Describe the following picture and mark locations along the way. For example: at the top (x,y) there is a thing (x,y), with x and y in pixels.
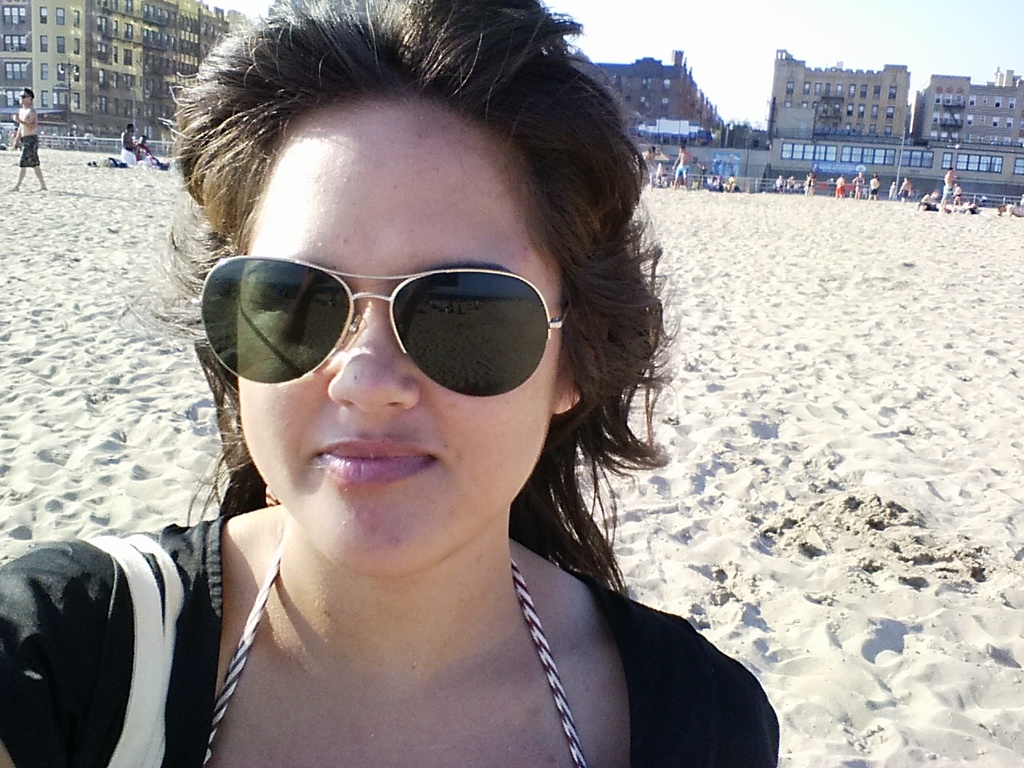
In the center of the image (454,283), we can see a lady (444,565) wearing glasses (428,343) and in the background (845,166), there are buildings (640,111) and we can see people (957,188) and at the bottom (808,541), there is sand (773,540).
